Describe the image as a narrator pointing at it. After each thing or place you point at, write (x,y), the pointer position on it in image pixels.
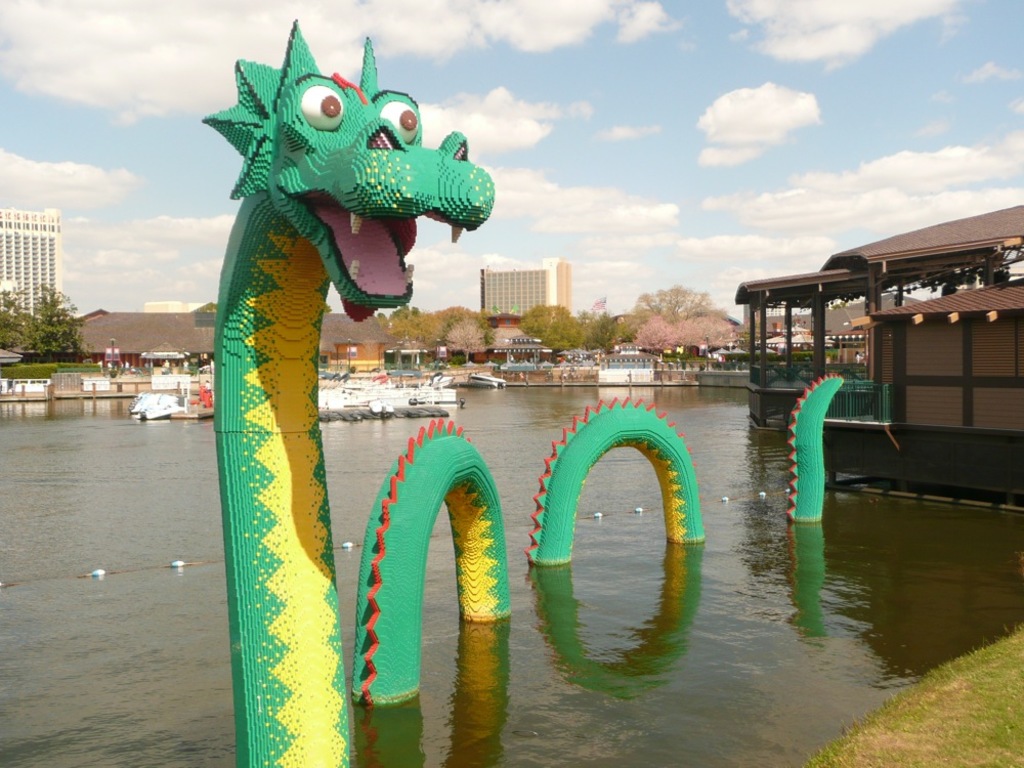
In the center of the image (485,324) we can see buildings (363,334), trees (417,330), boats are there. On the right side of the image (876,281) a house (906,254) is there. In the center of the image (402,448) we can see water (125,487), a sea serpent sculpture (413,472) and its humps (572,494) are there. At the top of the image (710,92) clouds (781,44) are present in the sky (907,222). At the bottom right corner (962,732) grass (988,713) is there.
